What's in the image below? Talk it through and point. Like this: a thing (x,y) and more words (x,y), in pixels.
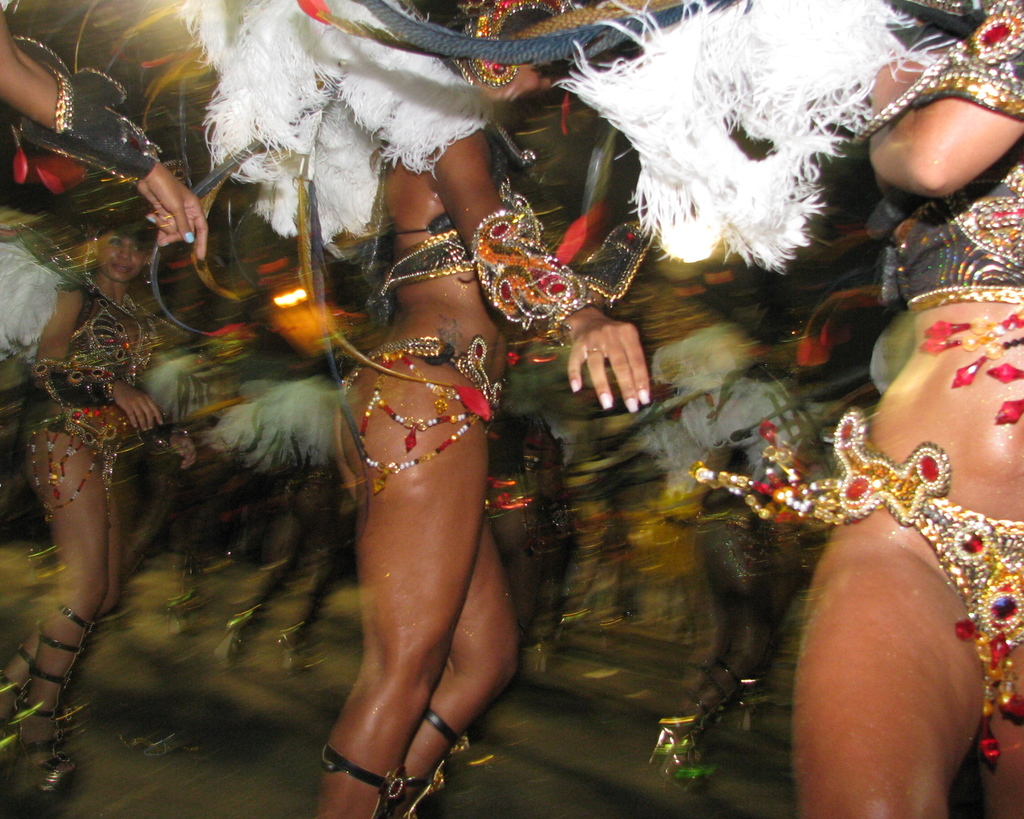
In this image there are people (485,289) wearing costumes (320,222) and dancing.
